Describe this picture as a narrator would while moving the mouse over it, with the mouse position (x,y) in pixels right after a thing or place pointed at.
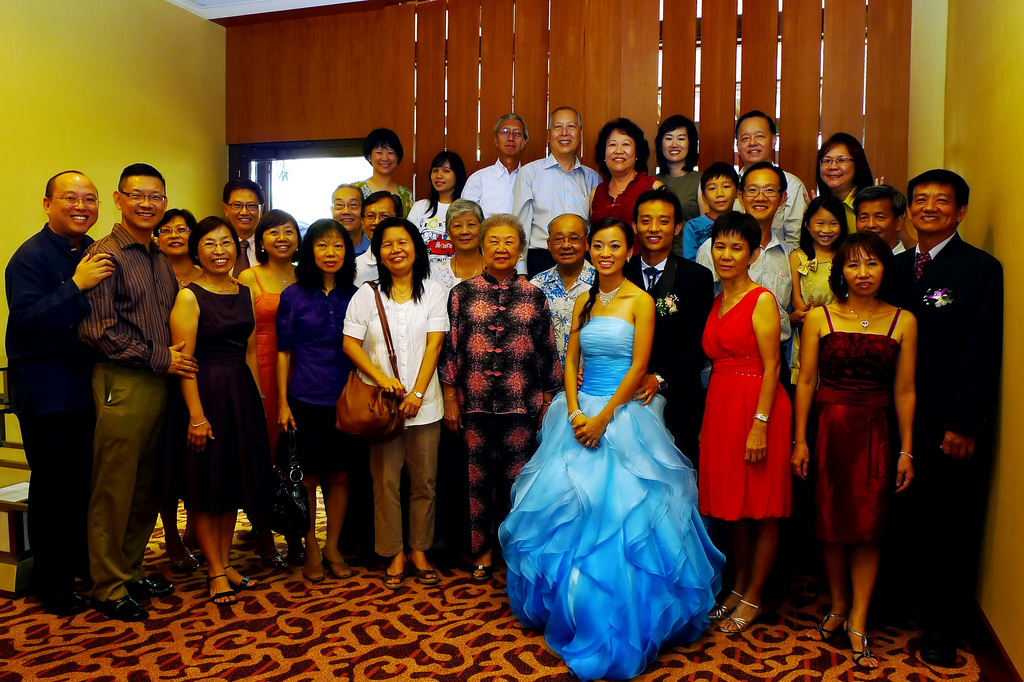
In this image there are people (556,359) standing, on a floor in the background (626,29) there is a wall (837,49), for that wall (273,74) there is a door (275,176).
